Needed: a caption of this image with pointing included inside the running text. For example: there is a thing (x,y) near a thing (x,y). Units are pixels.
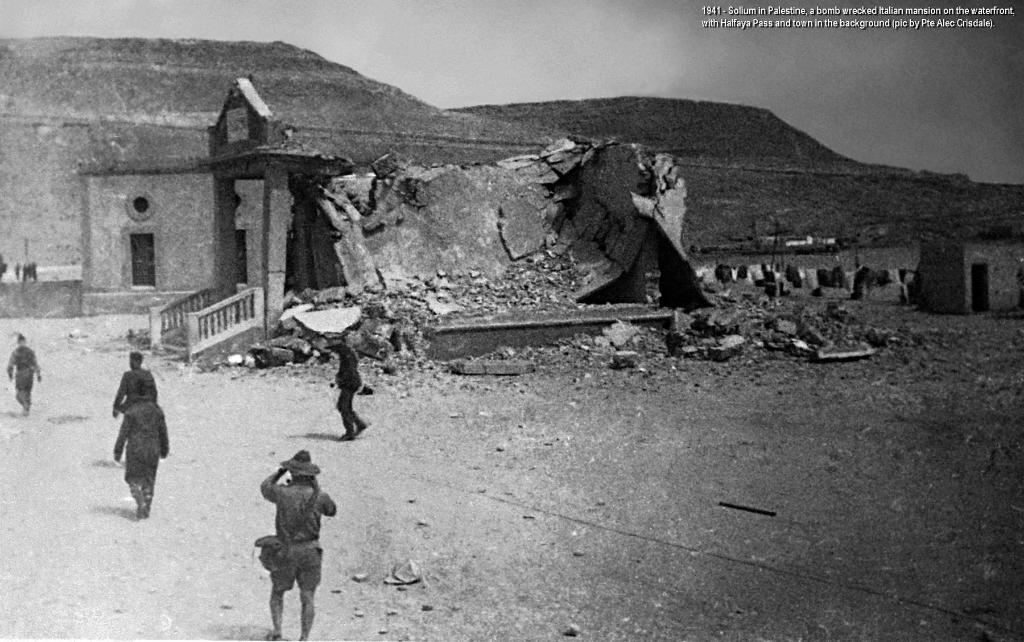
It looks like a black and white picture. We can see a group of people (28,353) walking on the path (186,498) and in front of the people (291,506) it is looking like a house (163,238), hills (345,120) and sky (637,55). On the image there is a watermark (838,20).
